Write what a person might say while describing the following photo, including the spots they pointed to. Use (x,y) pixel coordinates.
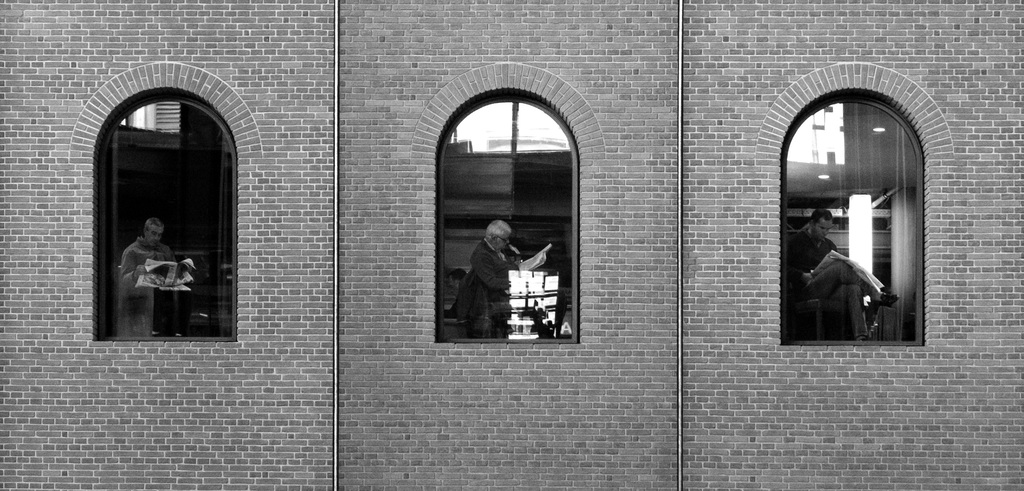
In this image I can see a brick wall (755,359) which has windows (176,191). I can also see people (790,261) are holding some objects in hands (808,275). This picture is black and white in color.
